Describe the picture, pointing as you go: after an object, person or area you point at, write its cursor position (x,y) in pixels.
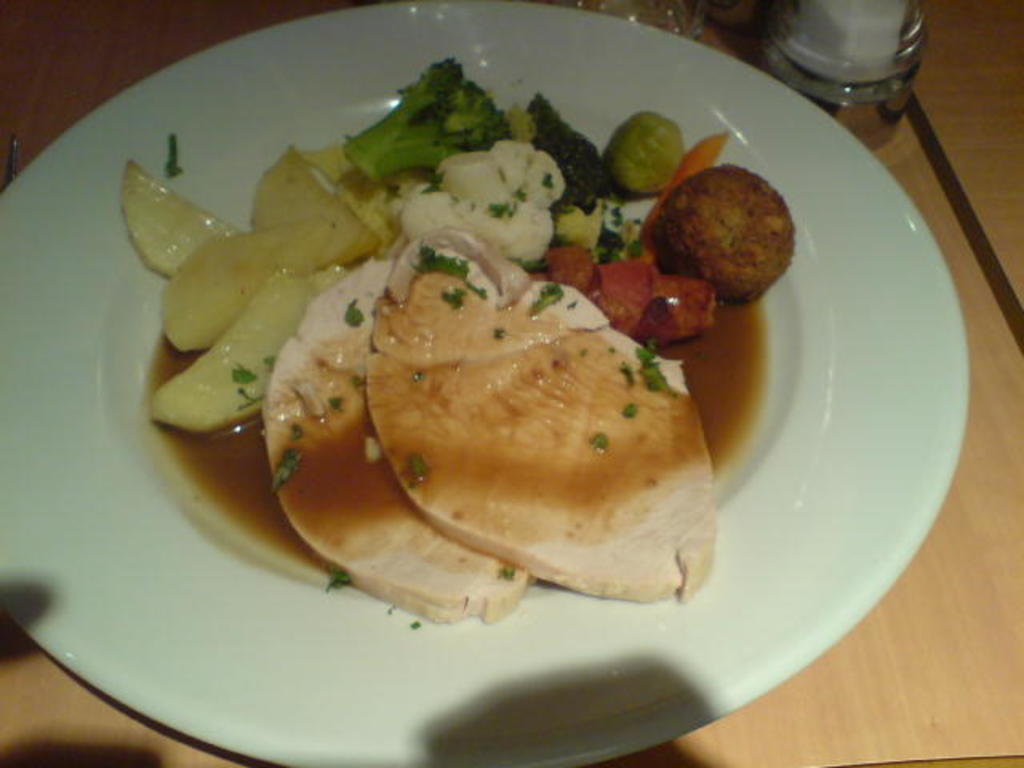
This is the wooden table (986,437) with a plate (589,120) and glass (780,34) on it. This plate (48,636) contains meat (331,344), vegetable salad (510,237) with sauce (542,449).
